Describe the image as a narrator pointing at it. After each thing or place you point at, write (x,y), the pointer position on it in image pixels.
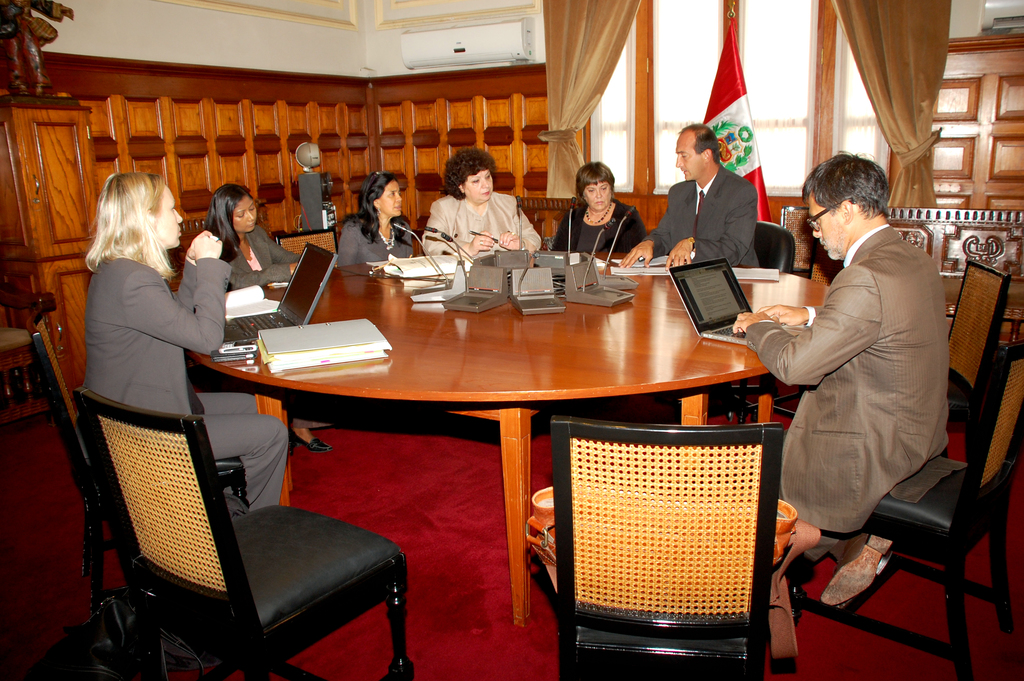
In the image we can see that, there are seven people (373,254) sitting in a circular manner. This is a chair (323,549), table (486,351), system (703,294) and a flag (719,86).
